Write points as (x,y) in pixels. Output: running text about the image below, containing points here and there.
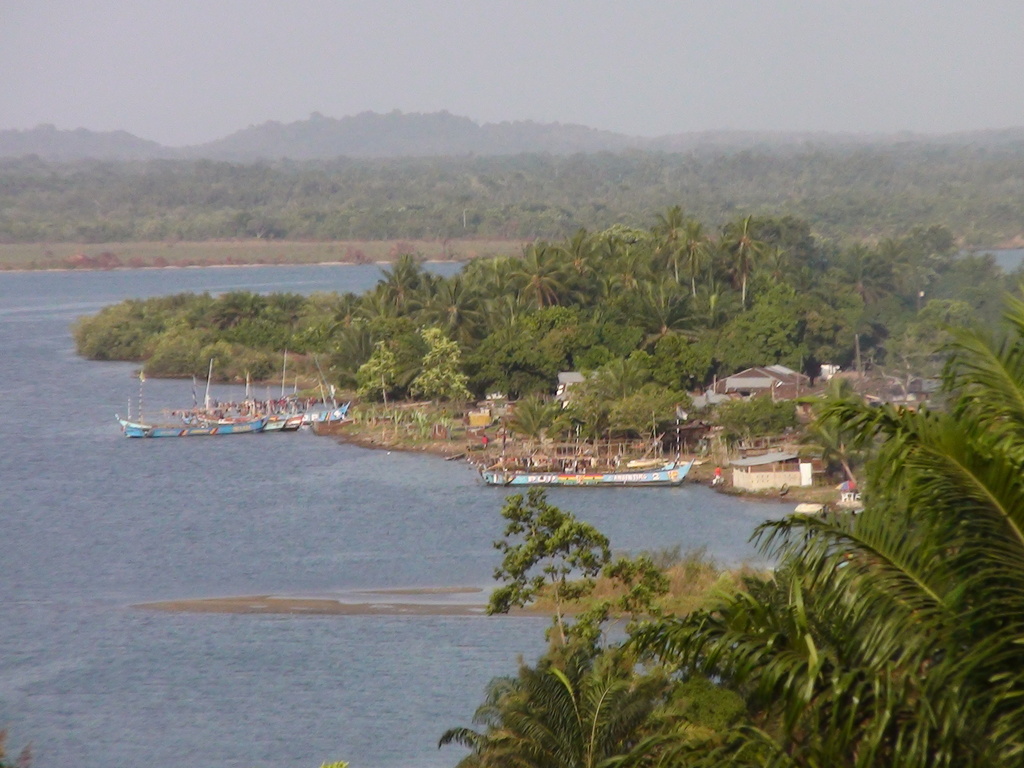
This image is taken outdoors. At the top of the image (170,55) there is the sky (666,88). In the background (367,129) there are a few hills (97,137) and there are many trees (429,220) and plants (798,180) on the ground (157,245). On the left side of the image (199,614) there is water (163,273). There are many boats (561,471) on the water (279,453) and there are a few people (292,410) in the boats (579,482). On the right side of the image (854,322) there are many trees (505,327) and plants (807,351) with leaves (836,320), stems (726,569) and branches (556,328). There are a few houses (782,453).
